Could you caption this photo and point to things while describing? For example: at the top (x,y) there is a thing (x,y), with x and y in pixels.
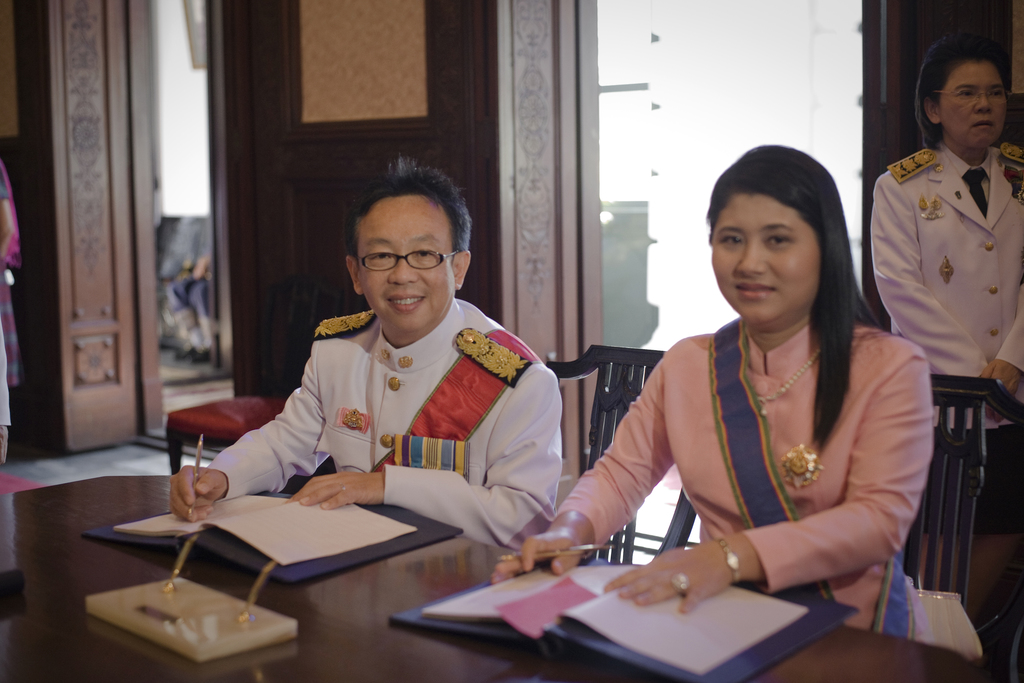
In this image we can see two persons (656,403) sitting on chairs (599,390). One person (392,291) is wearing specs (366,264) and holding pen (201,443). In front of them there is a table (379,630). On the table (368,571) there are files (351,559). In the back (52,225) there are doors (71,205) and wall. And a person (893,204) wearing specs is standing.
